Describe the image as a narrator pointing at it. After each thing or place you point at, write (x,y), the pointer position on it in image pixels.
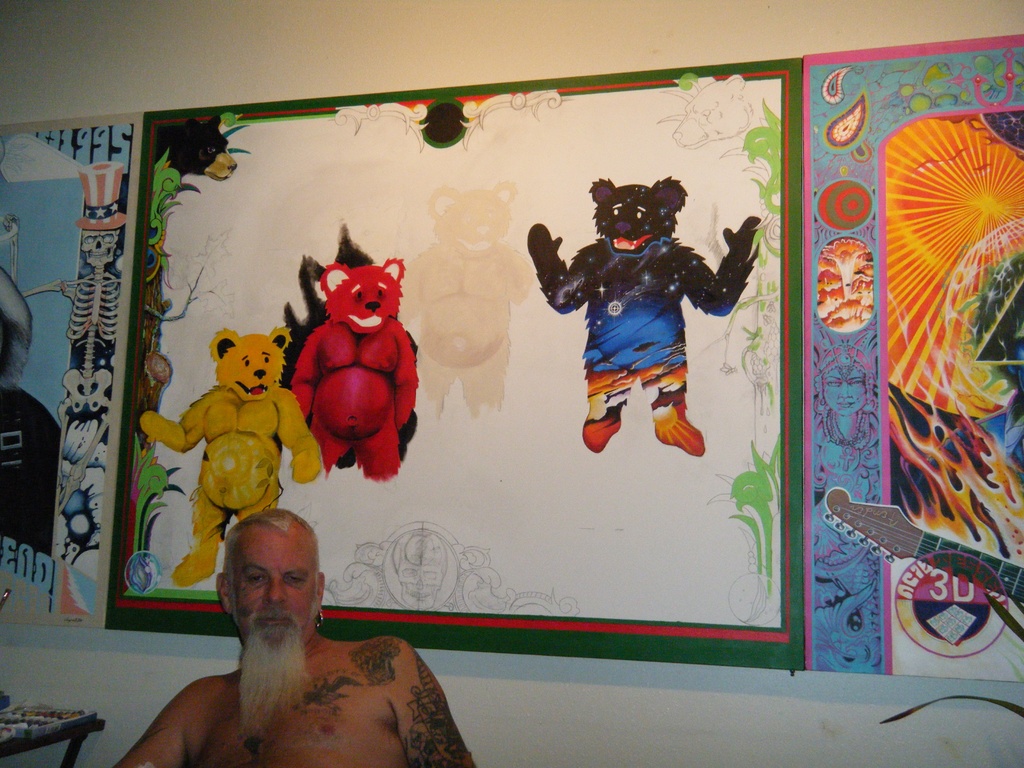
In this image we can see colorful posters (313,407) on the wall (290,56). We can see a man (338,642) at the bottom of the image (387,755). There is a table (60,737) and some objects (21,725) in the left bottom of the image (32,733). We can see a leaf (978,698) in the right bottom of the image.
